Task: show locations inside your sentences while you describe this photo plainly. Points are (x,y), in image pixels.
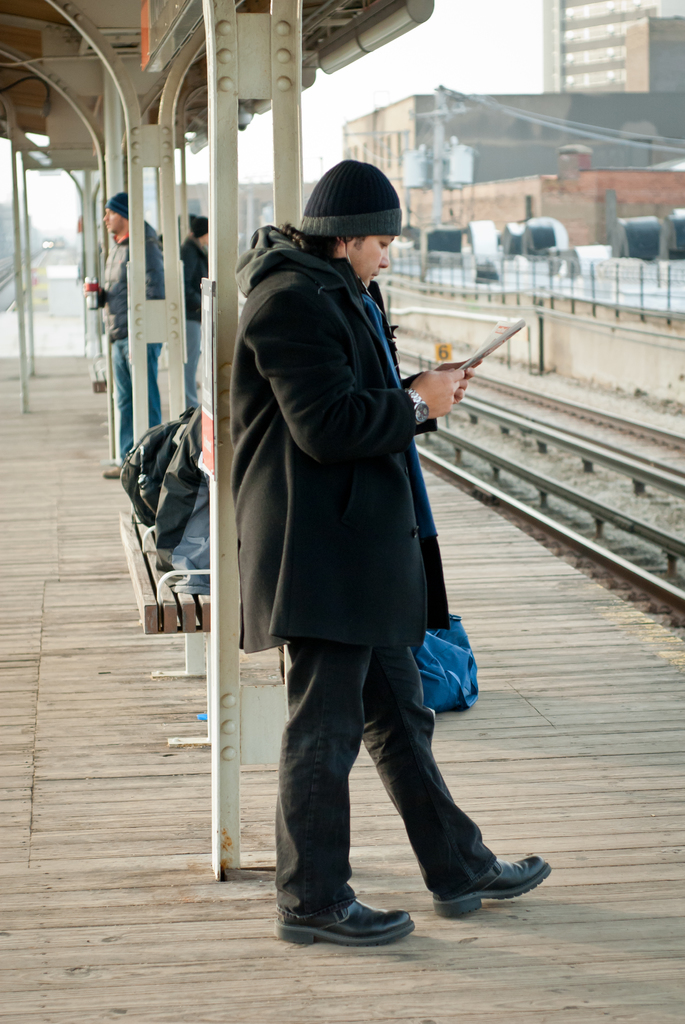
In this picture we can see the man (318,413) in the front (318,413), wearing black jacket (319,425) and standing on the railway station (401,864). Behind there is a iron pole (229,110) and shed (206,75). On the right corner (520,407) we can see the railway track (577,426) and brown buildings (597,65).
